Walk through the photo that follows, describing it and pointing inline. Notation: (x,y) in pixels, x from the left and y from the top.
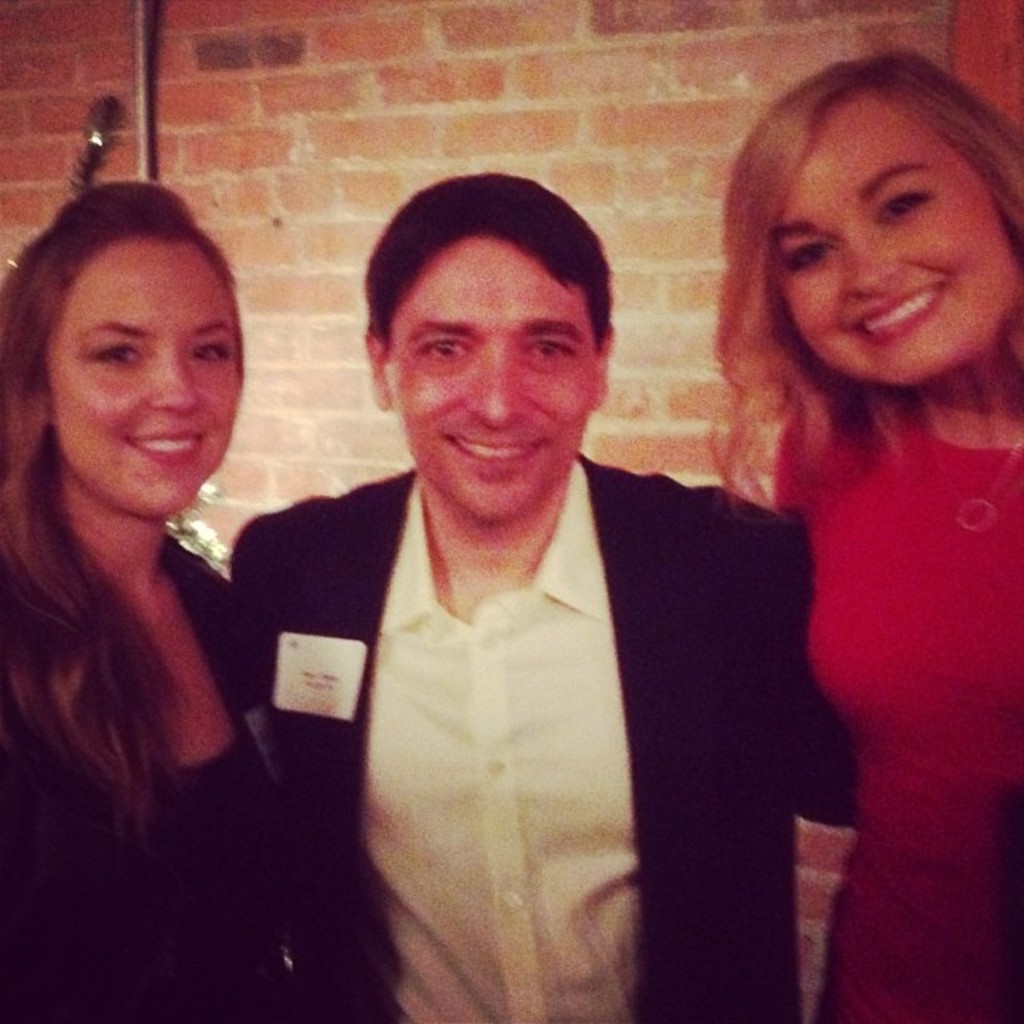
This is the picture of two ladies (177,411) and a guy (519,702) who is wearing the suit (354,617) and behind there is a brick wall (3,174).
